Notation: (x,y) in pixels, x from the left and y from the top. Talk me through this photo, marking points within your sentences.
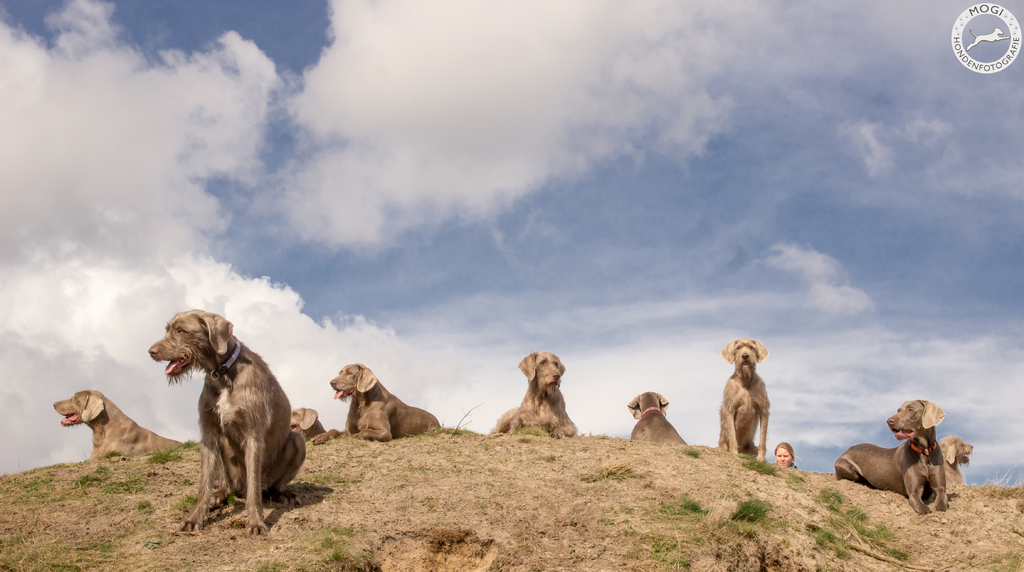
In this image there are dogs (187,320) standing and sitting on the grass (466,502), and in the background (206,275) there is sky (408,294).
